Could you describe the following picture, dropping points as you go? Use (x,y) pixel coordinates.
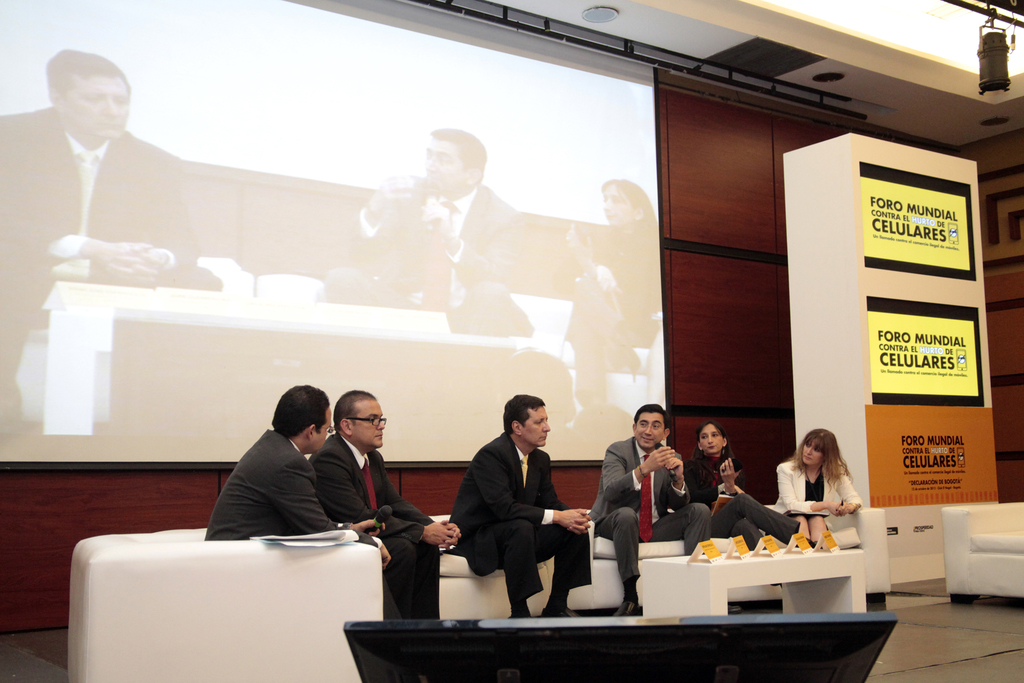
There is a projector (460,354) displaying few persons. And in front of that there is a sofa (234,622) there are people (417,561) sitting on sofa (254,631) and in which two (797,498) are woman (797,498) and four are man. who are speaking to each other. Behind them there is a box (915,377) displayed by their logos (888,360). and above that there is a light (989,21) focusing on them.
